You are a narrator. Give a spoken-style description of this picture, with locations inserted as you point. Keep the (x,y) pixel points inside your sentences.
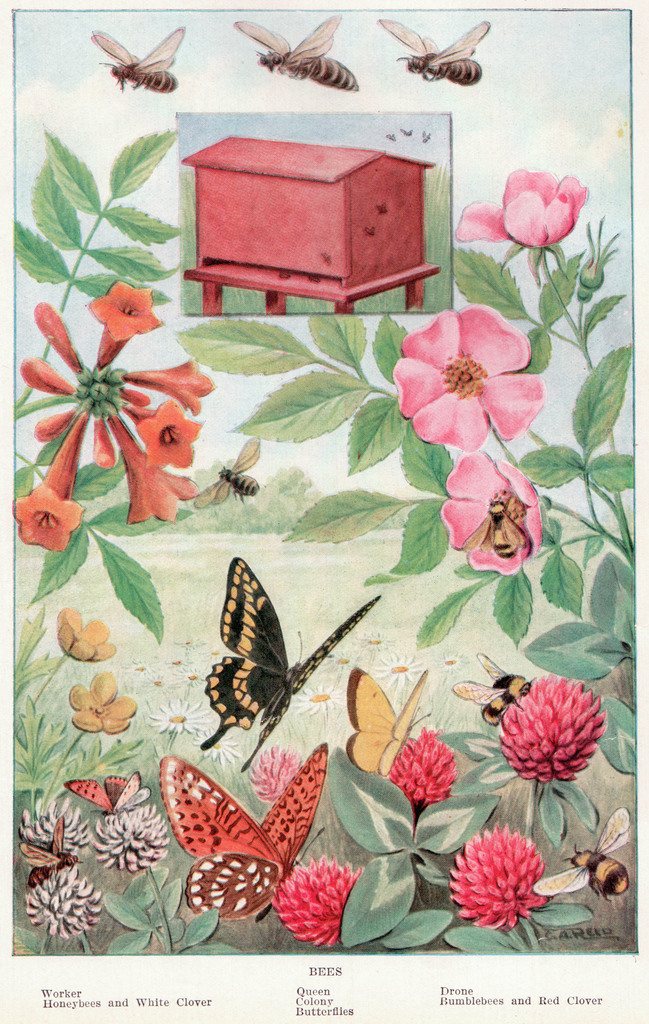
This is a poster. We can see bees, butterflies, flowers (324,871), plants (540,794). At the bottom (332,1016) we can see there is something written.
